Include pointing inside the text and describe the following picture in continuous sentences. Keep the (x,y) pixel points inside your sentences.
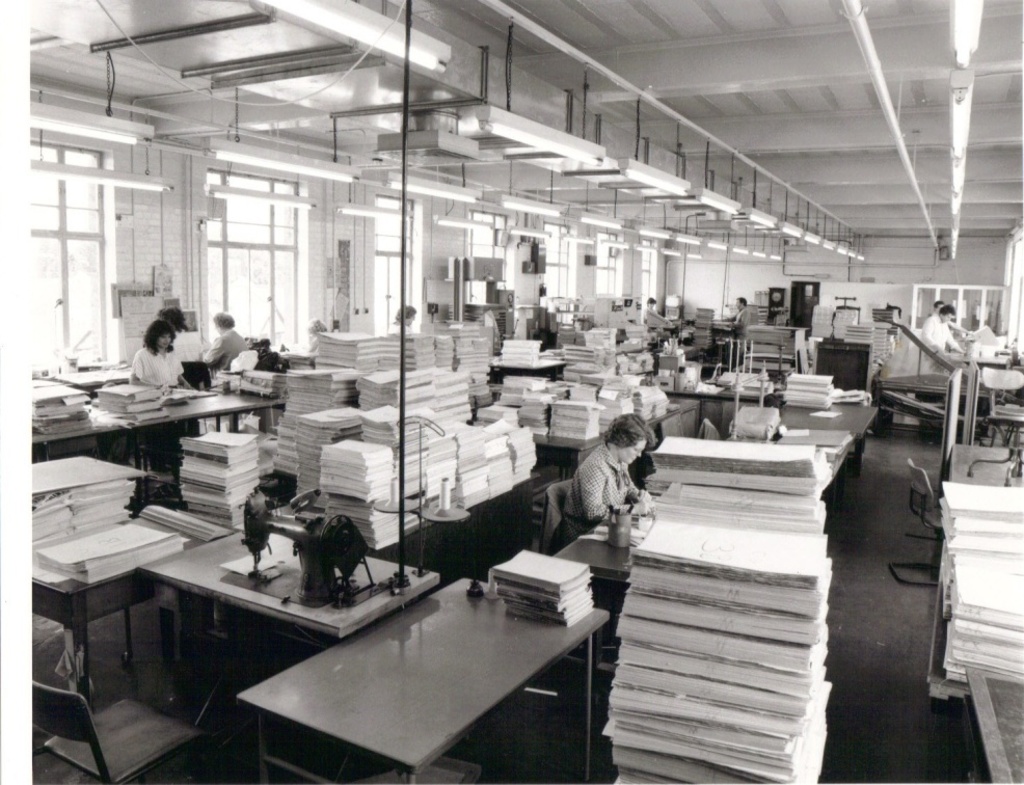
In this picture we can see some persons (588,491) sitting on the chairs (573,487). These are the tables (330,622). And this is a machine (340,517). And there are some books (438,446) on the table (390,740). This is the floor (859,608). And these are the lights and this is the roof (715,100).
